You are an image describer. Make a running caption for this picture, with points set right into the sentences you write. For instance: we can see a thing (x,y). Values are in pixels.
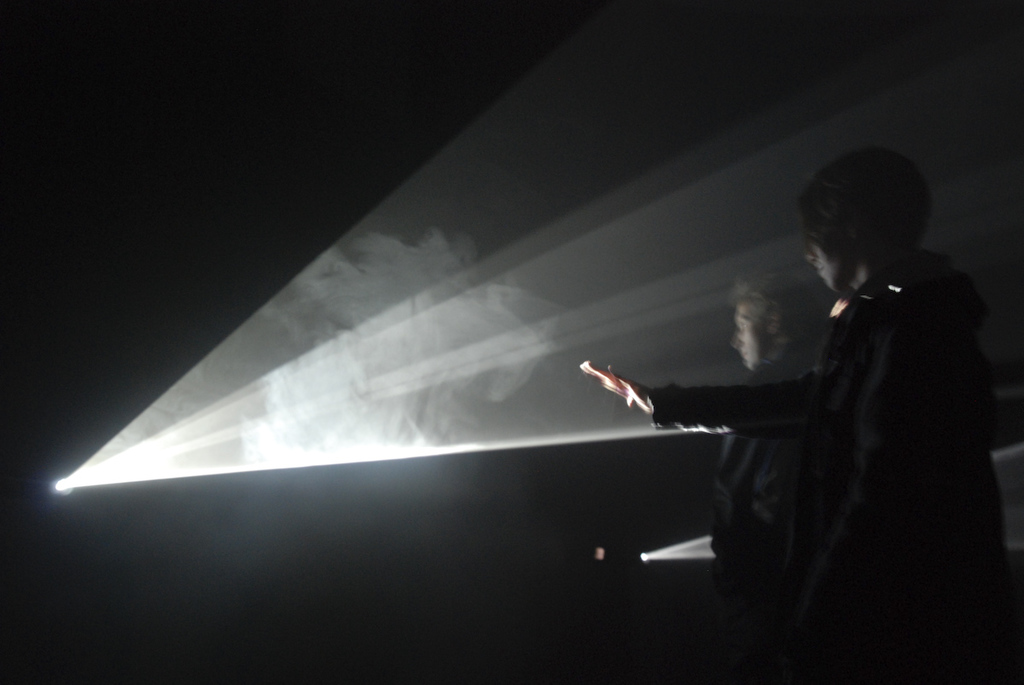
In this image I see 2 persons (741,333) in front (734,412) and I see the light (64,484) on the left side of this image (62,475) and I see that it is dark in the background (313,629) and I see another light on the bottom of this image (670,554).
